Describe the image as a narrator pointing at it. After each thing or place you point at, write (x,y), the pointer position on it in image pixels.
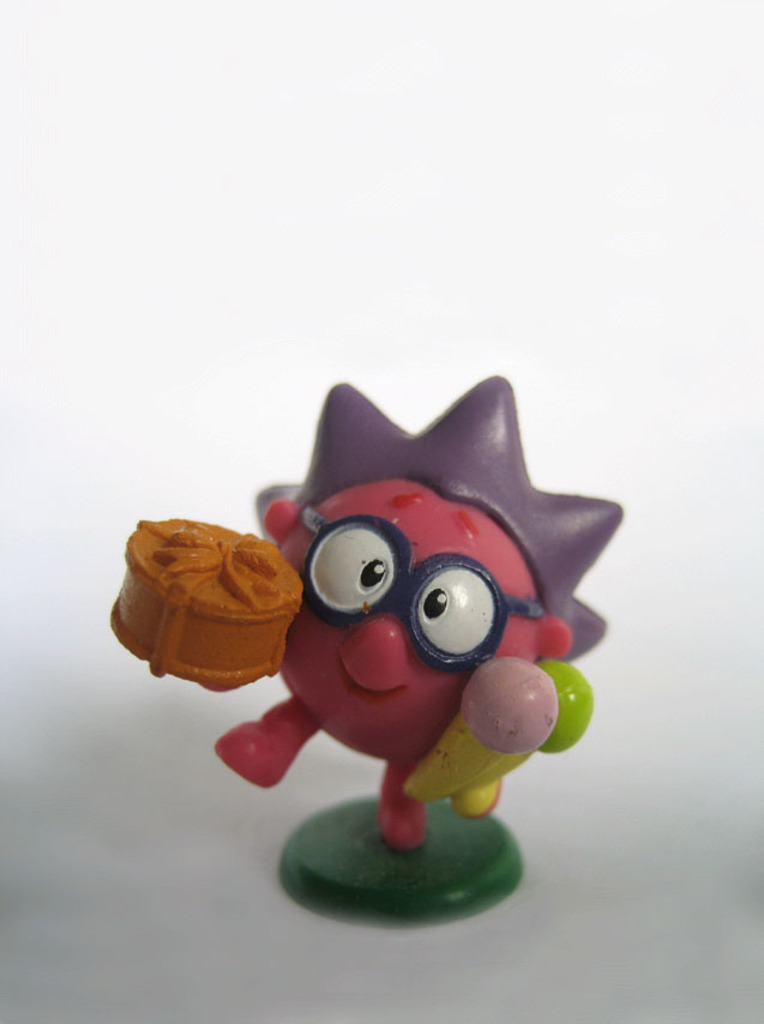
In this image I can see a toy (325,663) on a white surface (284,939). The background (140,282) is in white color.
